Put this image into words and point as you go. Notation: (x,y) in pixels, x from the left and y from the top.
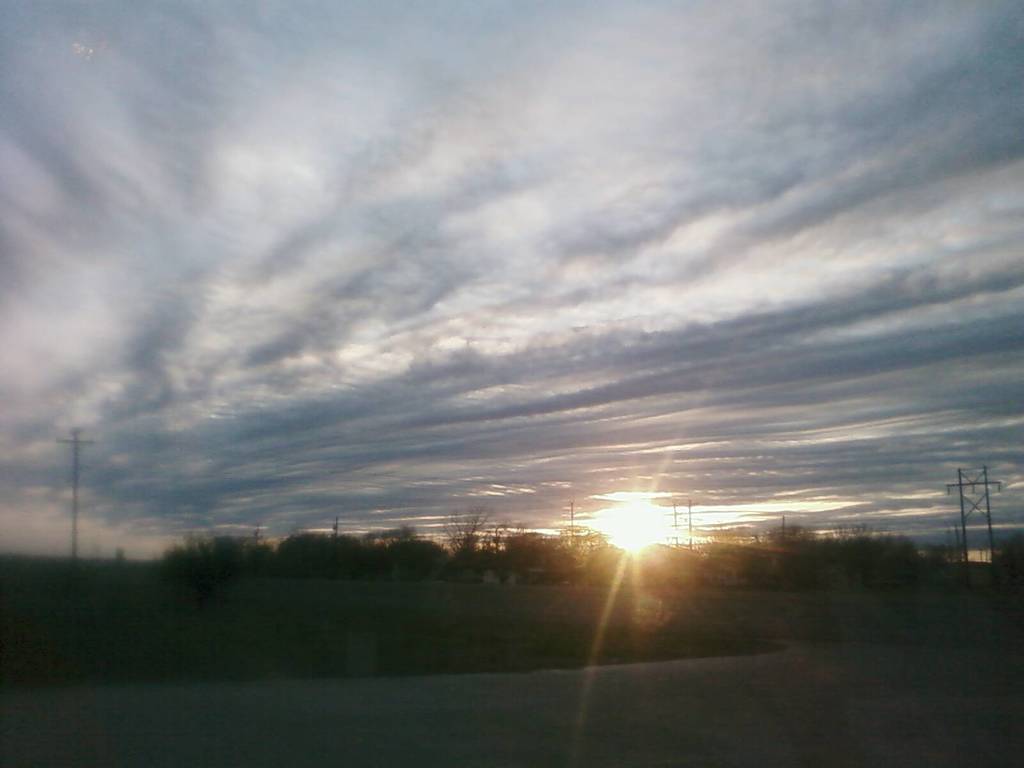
It is the image of a sunrise, the bright sunshine (650,539) is falling on the surface (503,600) and there are plenty of trees (602,568) and the sun (613,540) is rising from behind the trees (682,552).
